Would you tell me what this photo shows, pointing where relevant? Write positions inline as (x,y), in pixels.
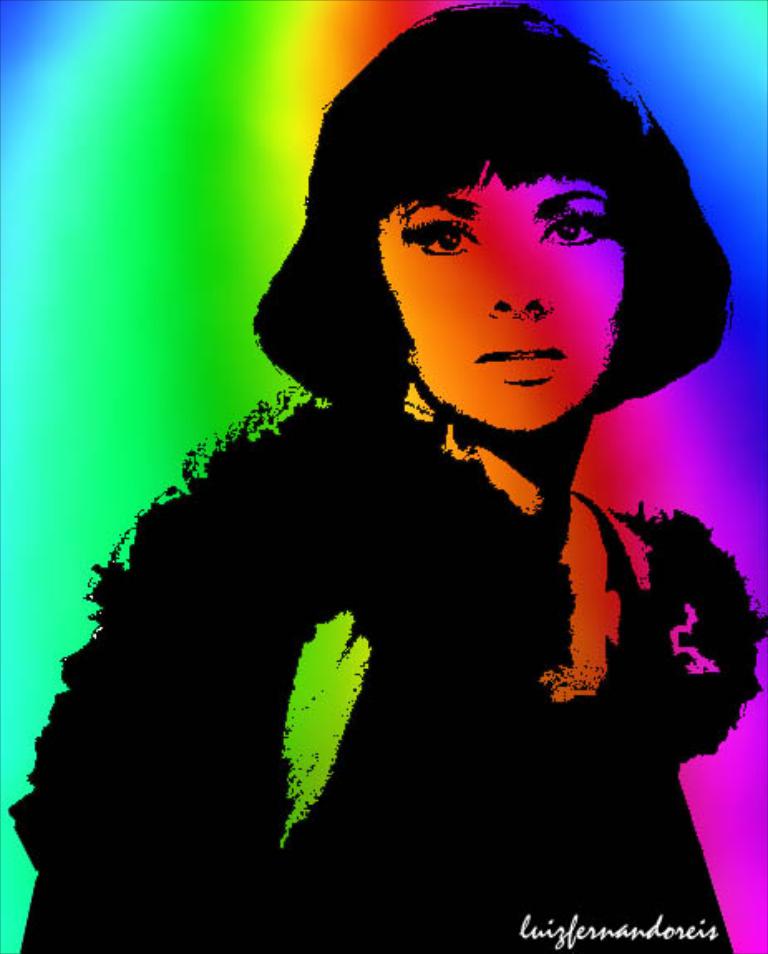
In this image we can see an animated picture of a woman (533,581) and at the bottom (654,928) we can see some text (593,928).
